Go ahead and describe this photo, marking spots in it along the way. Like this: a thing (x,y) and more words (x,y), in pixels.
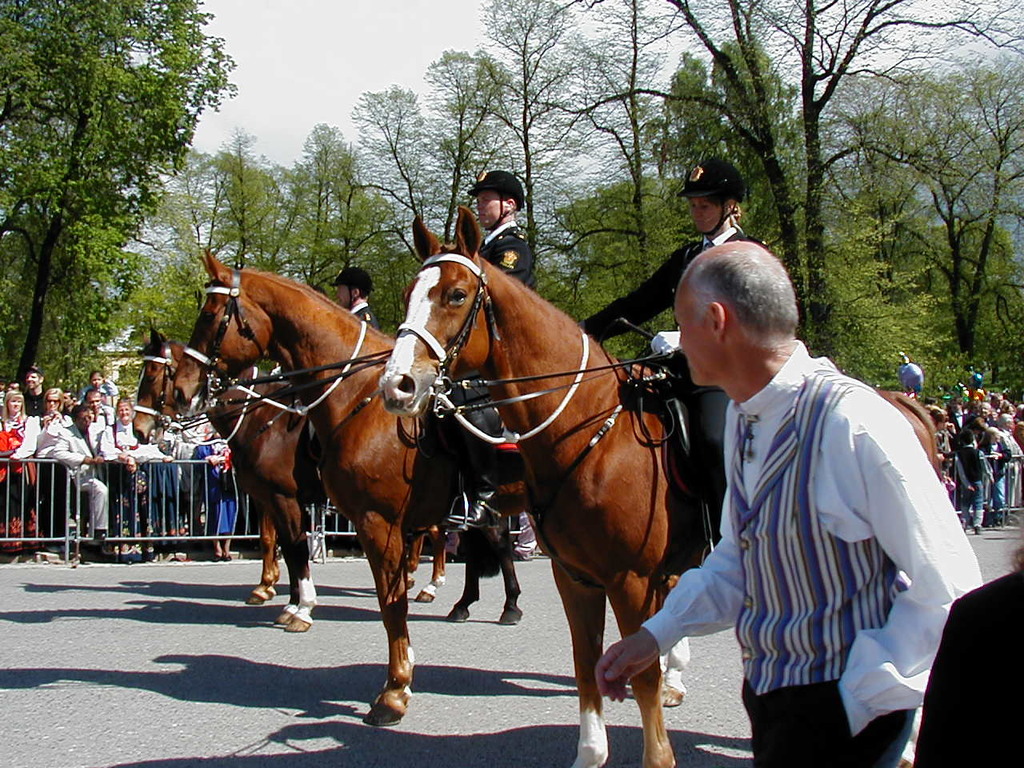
In the center of the image (371,451) we can see horses (546,336) and there are people (714,232) sitting on the horses (436,293). On the right (828,673) there is a man (837,673) standing. In the background (217,467) we can see crowd (83,422) and there is a fence (135,489). There are trees (844,120). At the top (352,67) there is sky (301,60).
